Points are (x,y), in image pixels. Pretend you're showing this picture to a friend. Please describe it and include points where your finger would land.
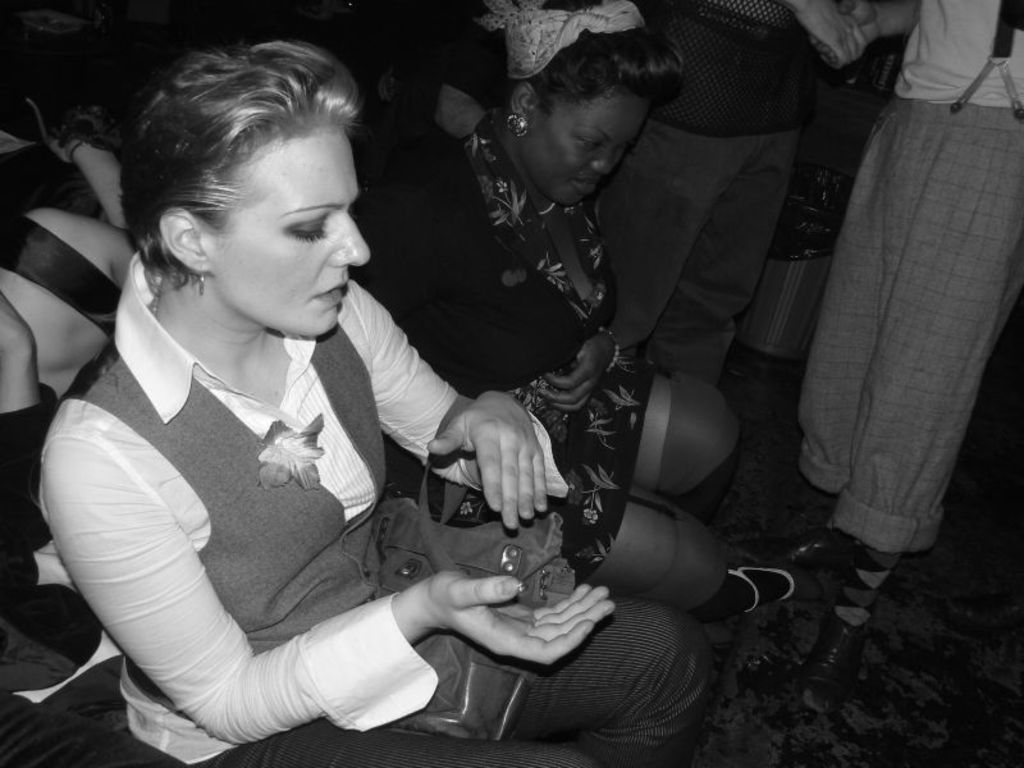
In this image we can see two women (220,550) sitting. On the right side (867,455) we can see some people (904,394) standing on the floor (818,606).
